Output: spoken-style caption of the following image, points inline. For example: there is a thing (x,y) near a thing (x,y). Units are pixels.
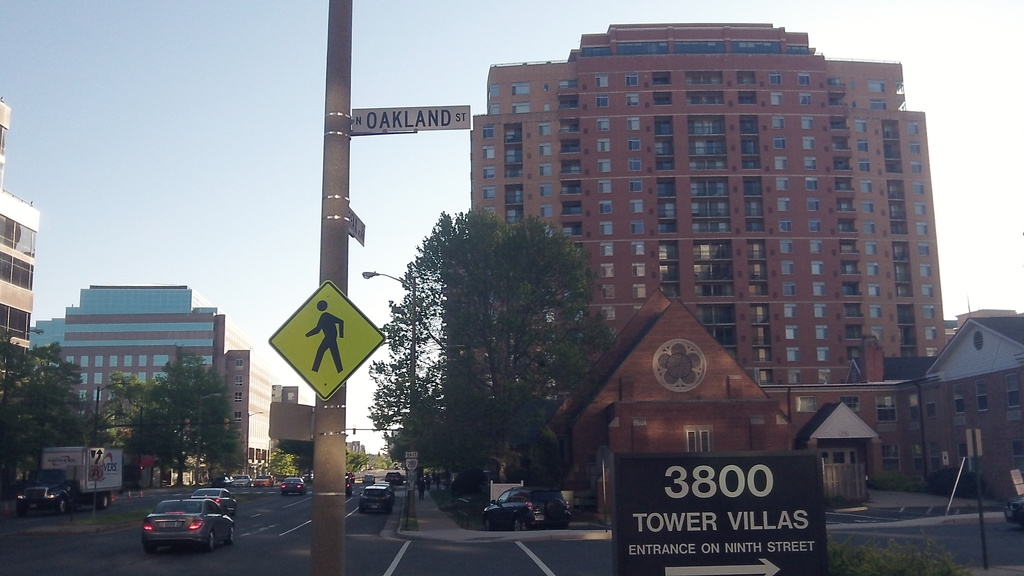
This is a street view of a city (639,280), in this image we can see buildings (597,292), in between the buildings (176,316) there is a road (256,492) with cars (220,507) passing through, on the other side of the road (280,496) there are trees (417,412).
